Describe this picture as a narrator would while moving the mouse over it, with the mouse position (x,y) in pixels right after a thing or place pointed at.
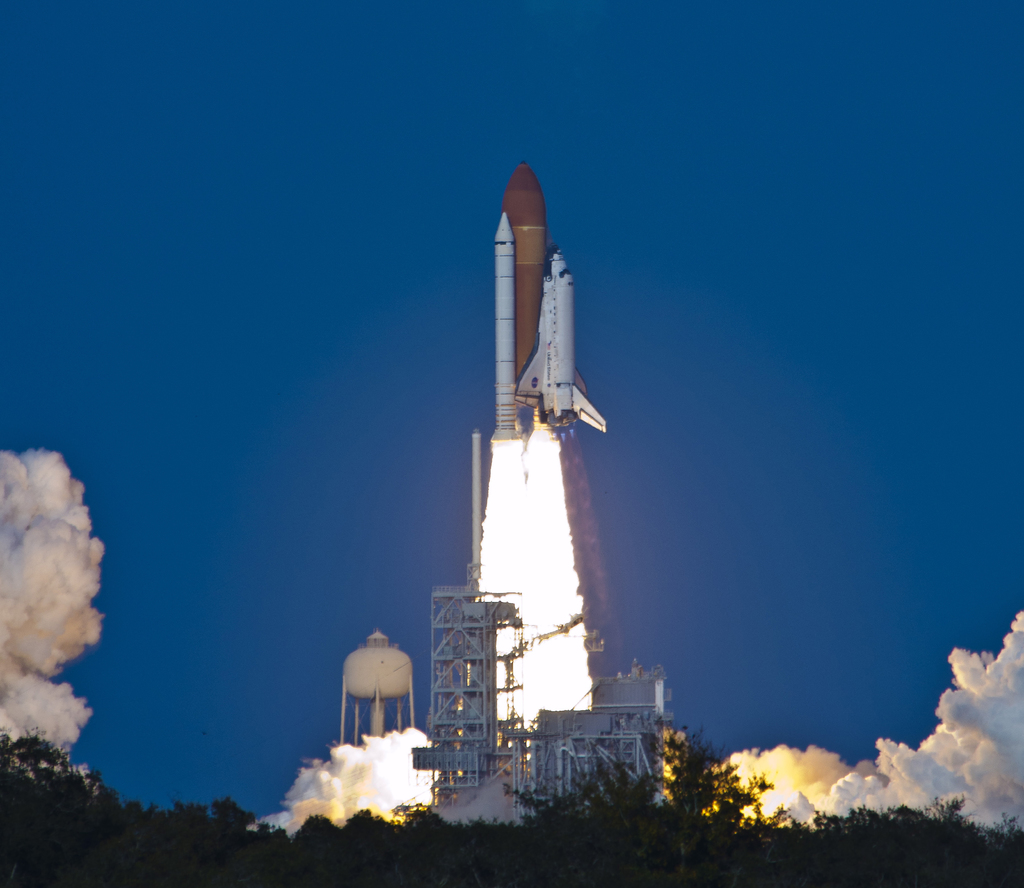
In this image I can see a rocket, trees (727,791), smoke (944,773), few iron rods (487,695) and sky (255,222) is in blue color.
